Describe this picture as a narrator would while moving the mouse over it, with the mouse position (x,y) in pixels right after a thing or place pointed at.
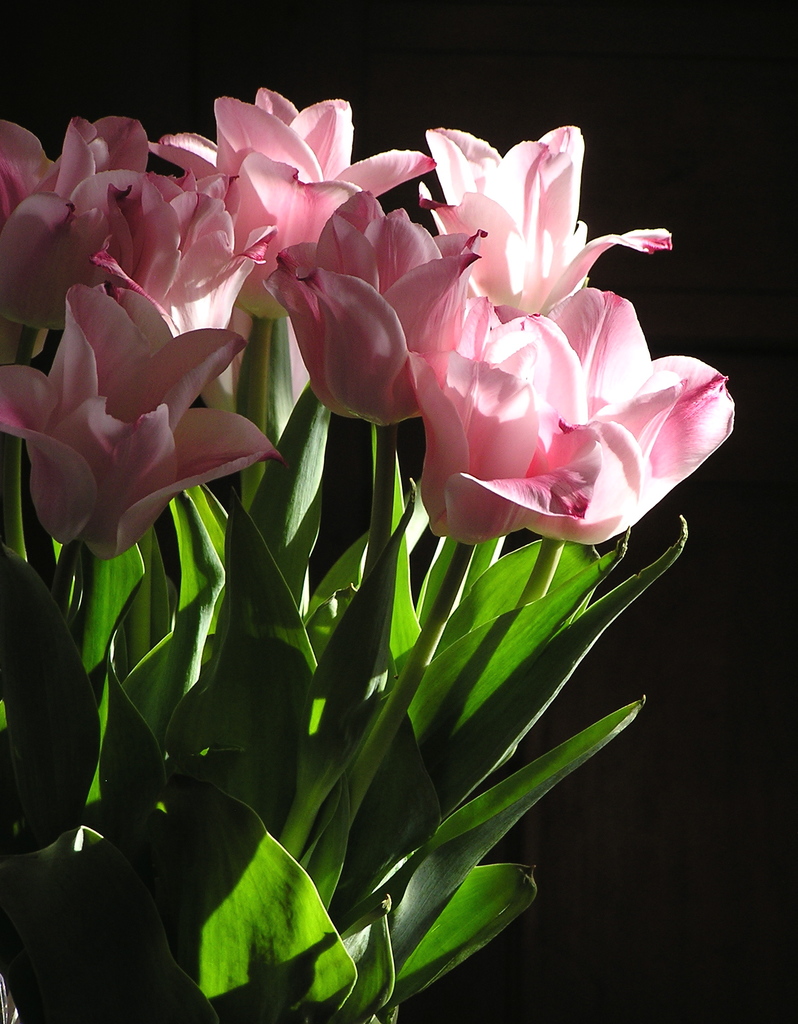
In the center of the image (306,654) we can see a plant (340,719) with flowers (128,478). And we can see the dark background (61,116).
